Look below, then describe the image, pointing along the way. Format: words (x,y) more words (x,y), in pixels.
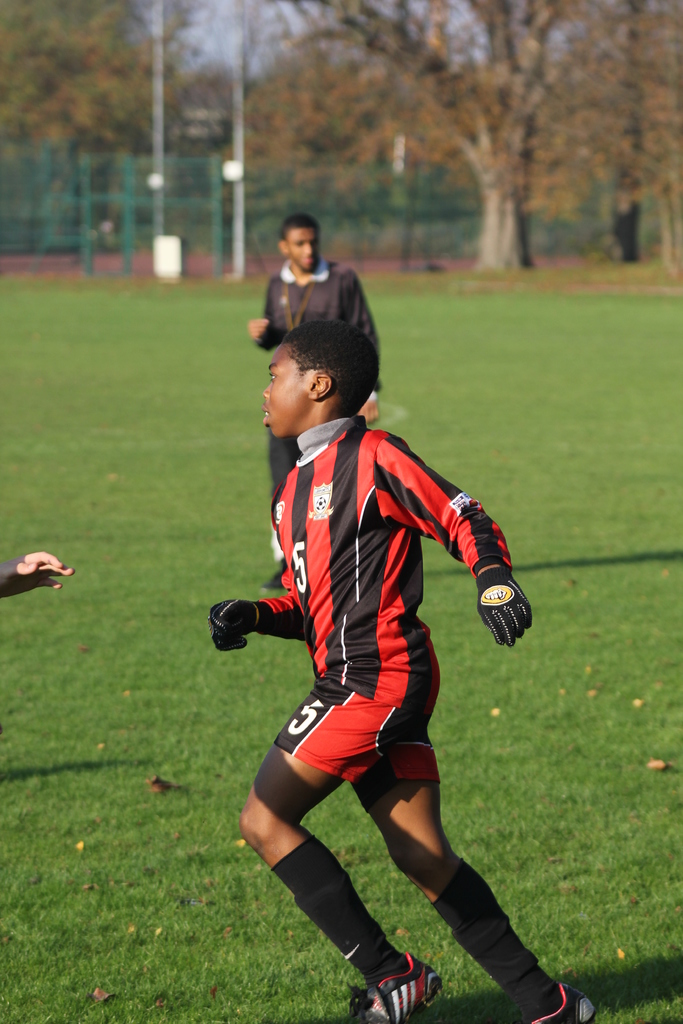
In this image we can see there is a boy (364,699) running on the surface (183,865) of the grass (145,878), back of this person (374,690) there is another person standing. On the left side of the image (34,566) we can see there is a hand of another person (19,581). In the background (348,154) there are trees (489,177) and there is a net fencing (89,207).
